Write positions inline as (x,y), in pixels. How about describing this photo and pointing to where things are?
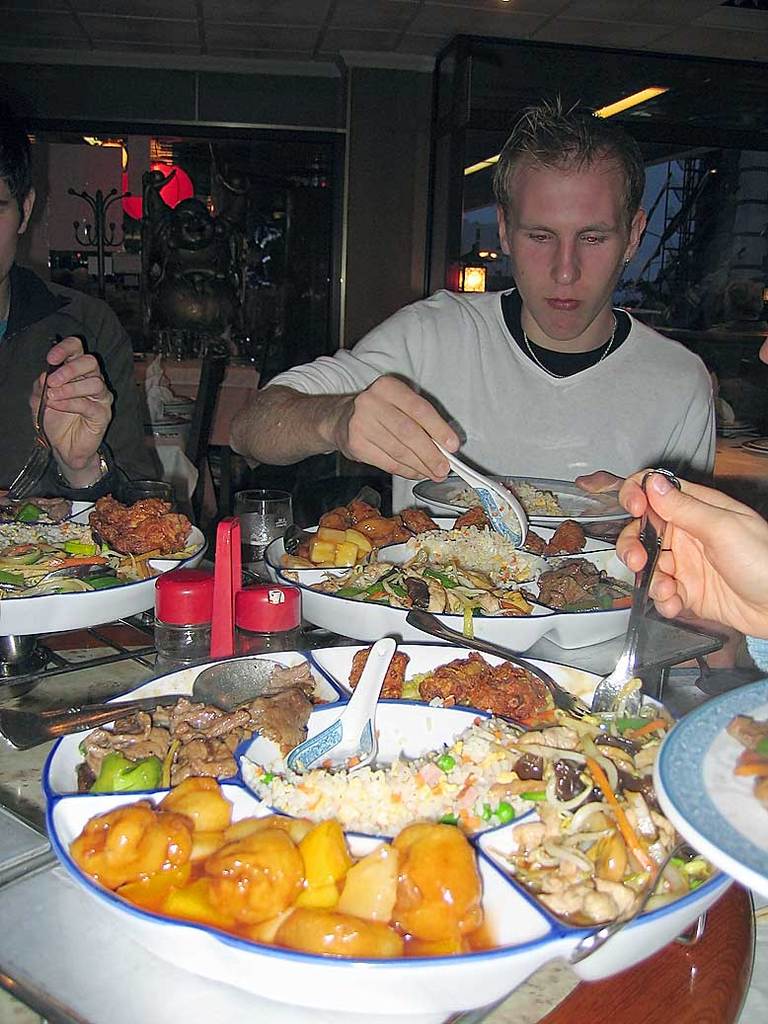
In this picture, we see three people (399,410) are sitting on the chair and they are holding the spoons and the forks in their hands (95,426). Two of them are holding the plates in their hands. In front of them, we see a table (66,963) on which the plate (266,996) containing foods (202,843), glasses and the glass bottles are placed. Behind them, we see a wall (383,195) and the glass doors (300,283), We even see some other objects (220,227). On the right side (698,224), we see the lights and the glass door (705,309) from which we can see a building (700,263) in white color.
